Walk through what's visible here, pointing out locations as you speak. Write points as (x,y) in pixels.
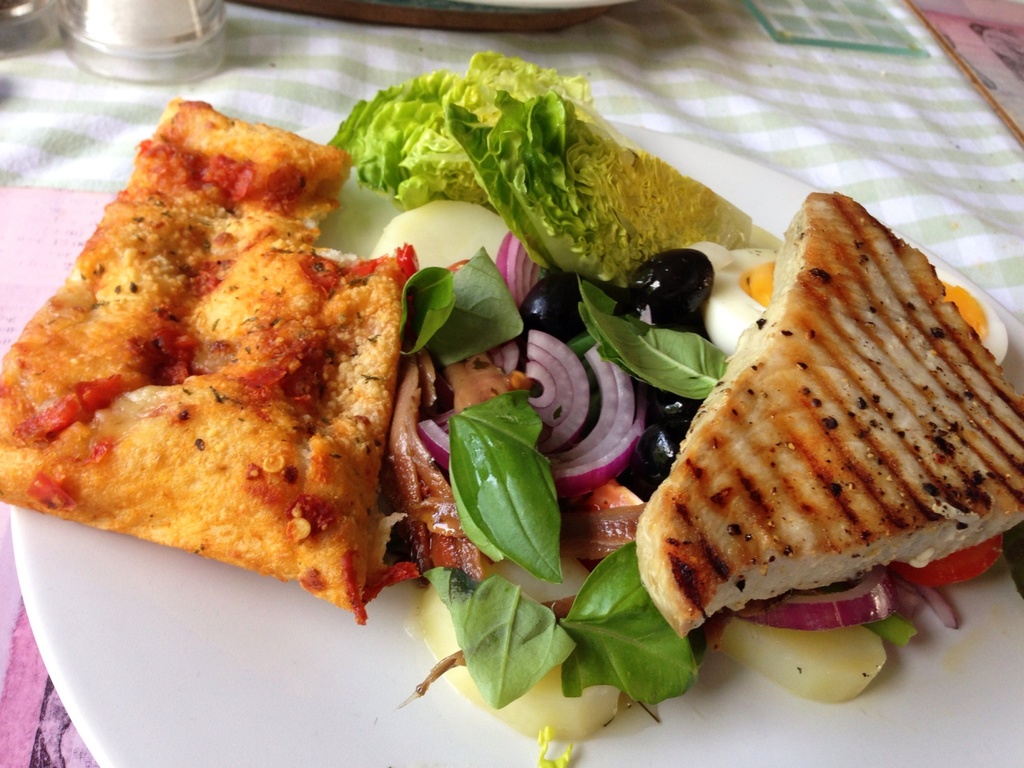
In this image, we can see food (511,485) on the plate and in the background (142,23), there is a glass (126,12) and we can see an object (534,16). At the bottom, there is cloth (772,112) on the table (771,113).
